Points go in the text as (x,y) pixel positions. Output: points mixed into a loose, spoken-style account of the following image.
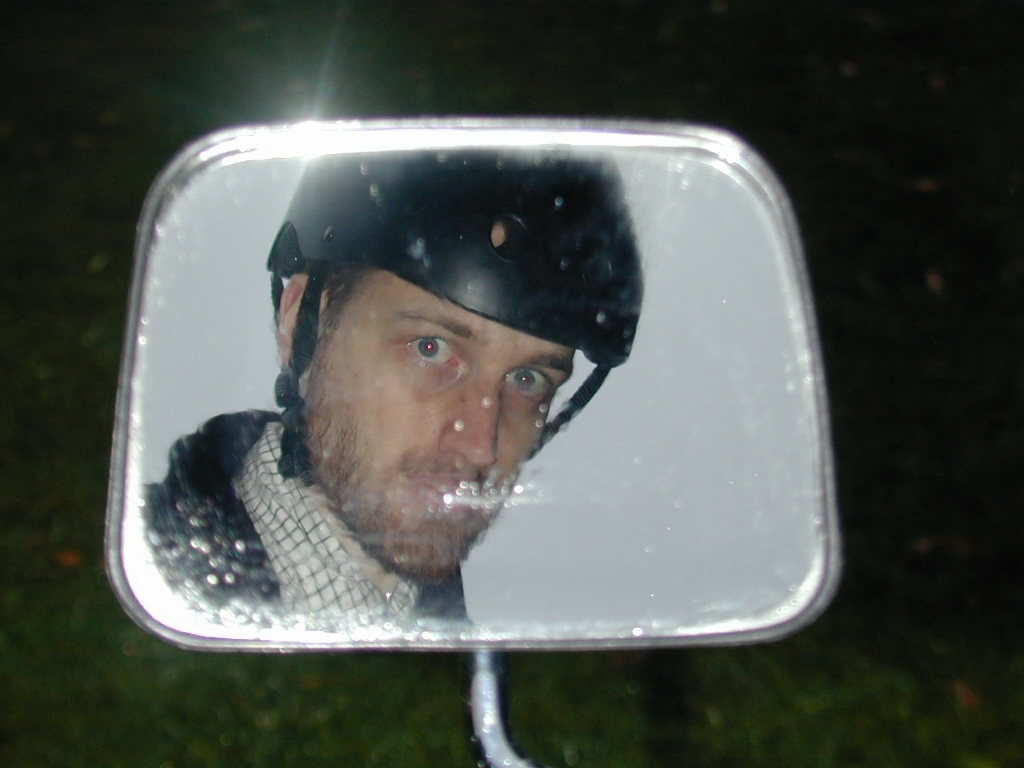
In this image we can see a mirror (469,484). In the mirror (445,518) we can see a person (376,482) wearing helmet (444,236). In the background (887,185) it is blur.
